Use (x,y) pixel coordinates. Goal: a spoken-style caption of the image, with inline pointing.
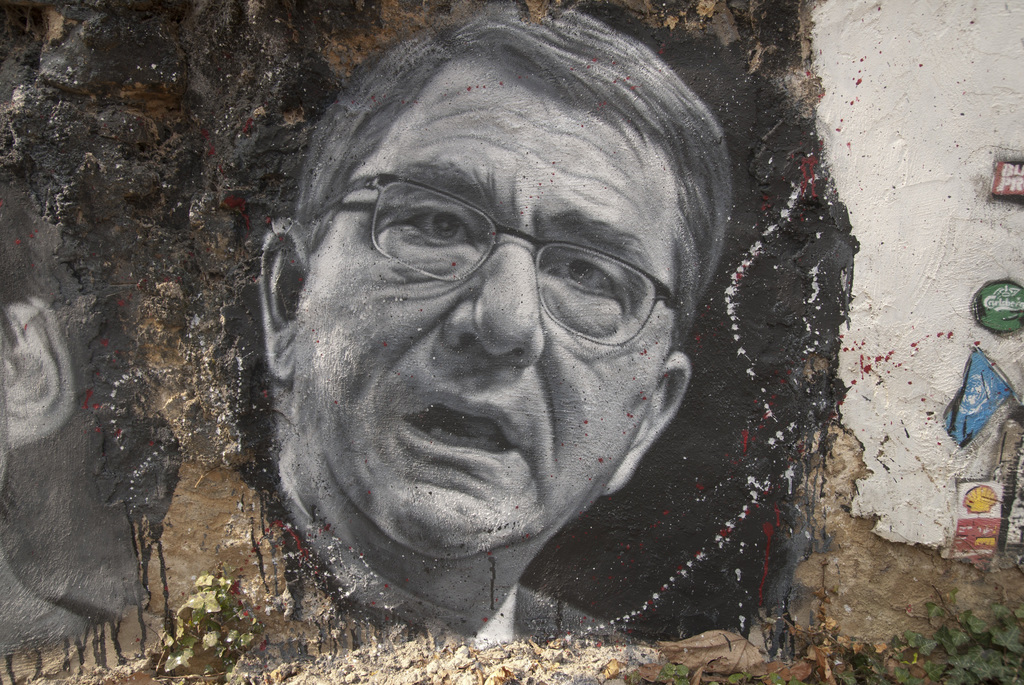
In this image I can see picture (470,385) of a man (511,318), flag (969,417) and other things (940,394). The picture (398,416) of the man (418,290) is black and white in color.
